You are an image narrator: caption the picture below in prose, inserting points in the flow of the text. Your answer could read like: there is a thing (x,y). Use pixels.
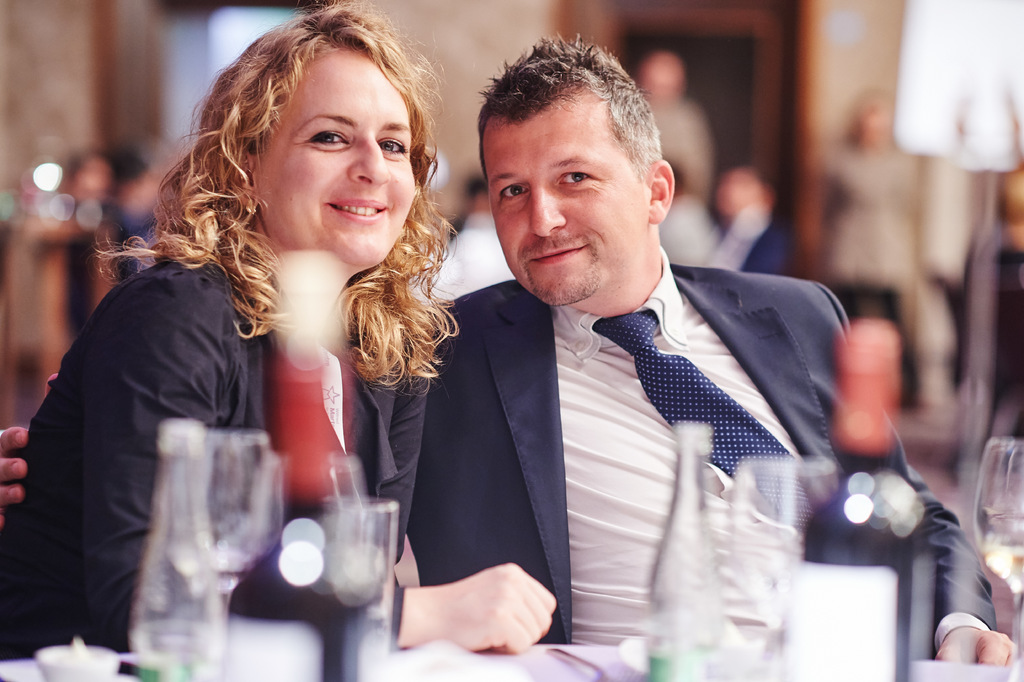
Here a couple (482,381) is sitting, these are glasses (231,547).
